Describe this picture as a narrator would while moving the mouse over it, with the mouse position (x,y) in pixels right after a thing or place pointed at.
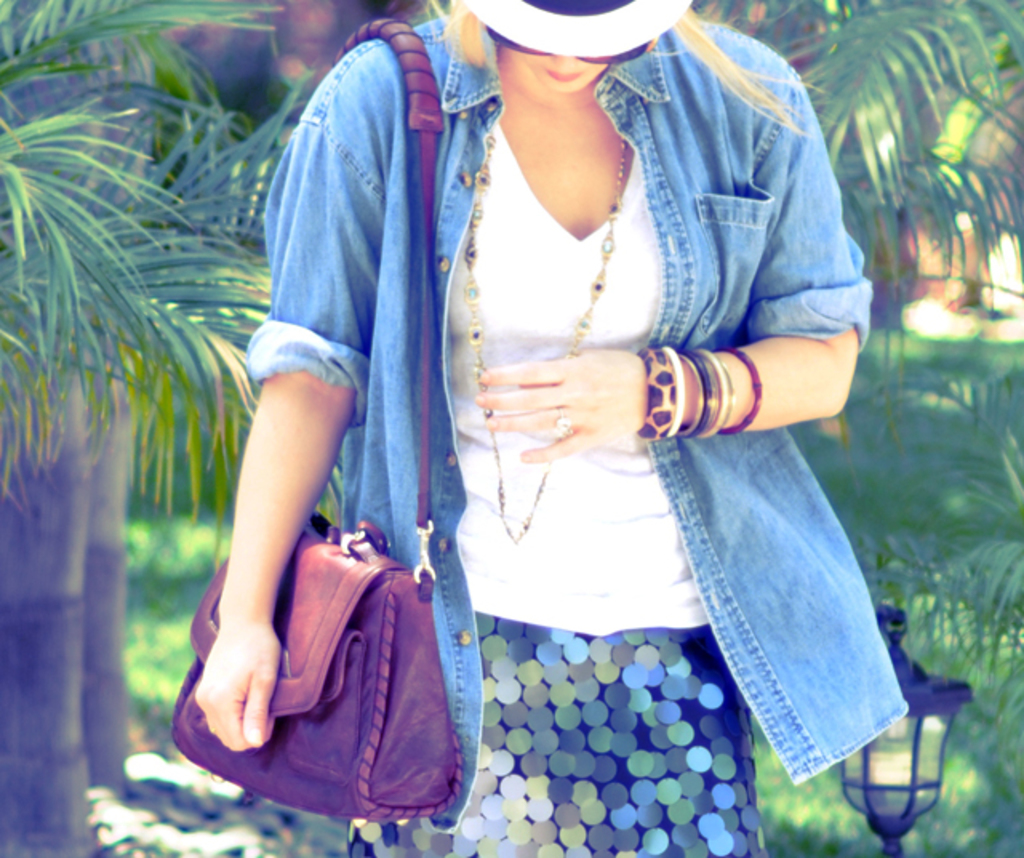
In this picture we can see women (734,176) wore cap (582,28), goggle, blue color shirt (796,302) and a beautiful bangles (693,376), ring (569,424) and bag (377,559). In the background (881,758) we can see trees (107,261), grass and a lamp (892,751).
